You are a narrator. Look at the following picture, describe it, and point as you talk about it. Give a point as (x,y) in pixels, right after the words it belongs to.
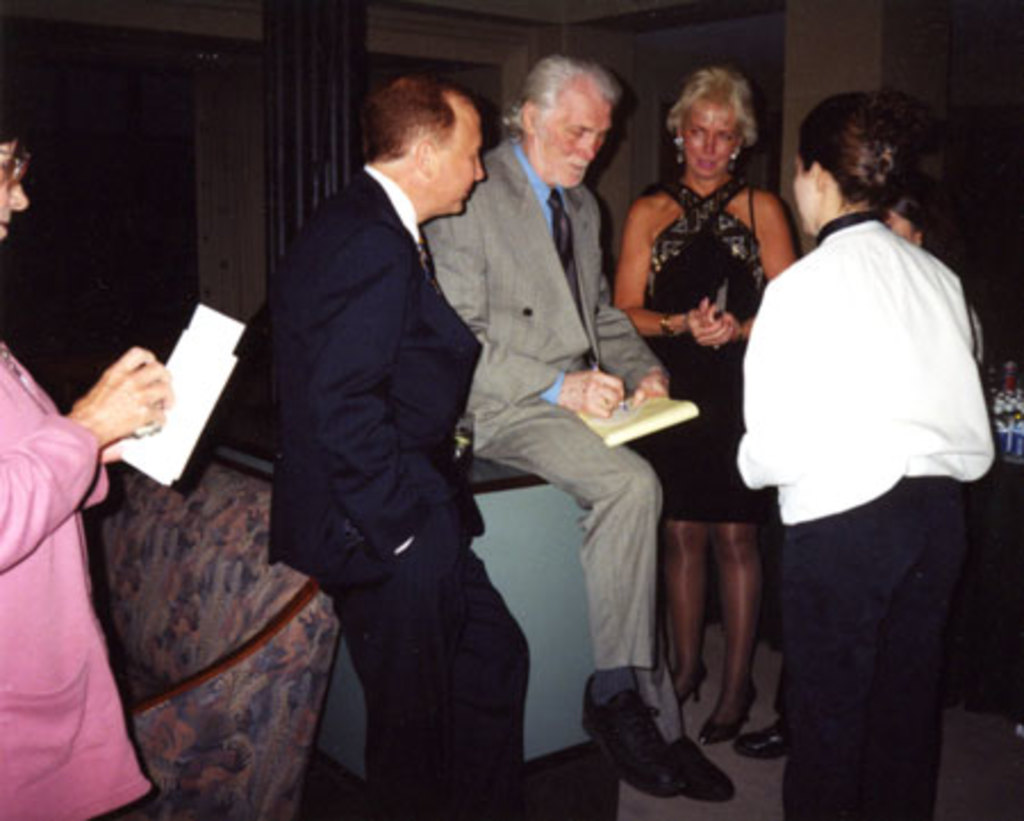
This picture is clicked inside the room (67,157). On the left corner (45,435) there is a person (26,385) wearing pink color dress (24,478), holding some objects (180,371) and in the center (358,276) we can see the group of persons (812,371) standing on the ground (761,780). On the left (340,415) there is a person (400,186) wearing suit (388,372) and leaning on a couch (309,627) and standing on the ground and we can see a man (531,211) wearing suit (544,302), sitting on an object (542,501) and holding a pen (622,405) and a book (615,417) and seems to be writing something. In the background (344,2) we can see the curtain (335,41), pillars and some other objects (1005,441).
